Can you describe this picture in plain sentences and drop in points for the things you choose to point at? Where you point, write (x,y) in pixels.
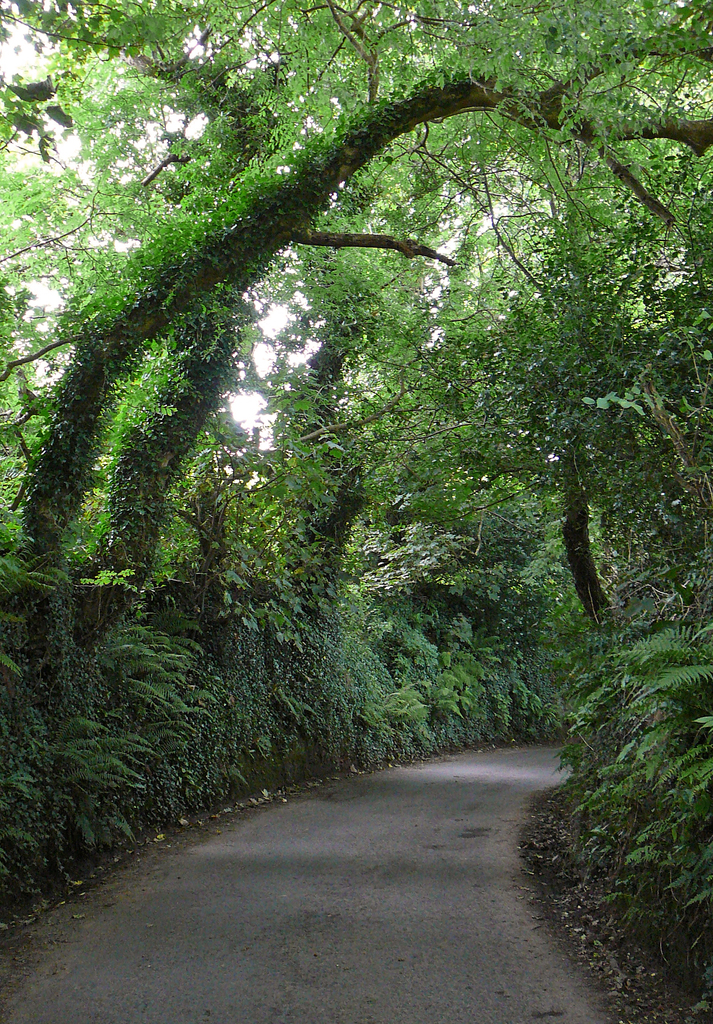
In the center of the image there is a road (317,850). In the background of the image (344,449) there are trees (390,485).
